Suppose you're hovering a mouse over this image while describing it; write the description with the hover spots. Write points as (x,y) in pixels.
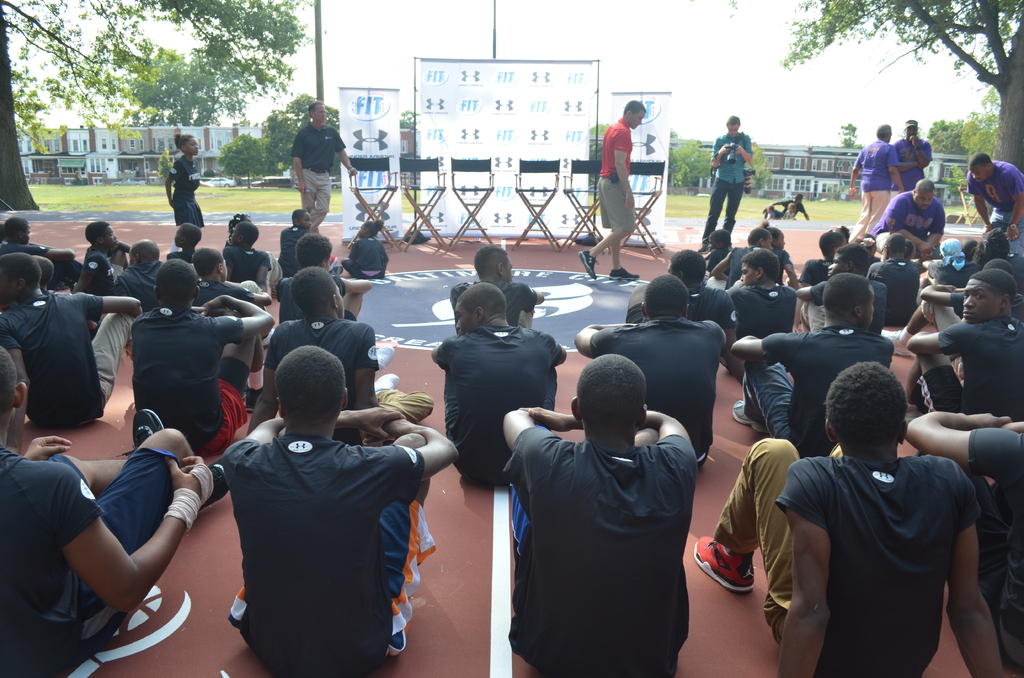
There are people (371,239) sitting on the surface (408,299), few people (312,193) standing and this man (589,253) walking. We can see chairs (535,171) and banners (375,111). In the background (161,82) we can see trees (835,12), buildings (88,135), poles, grass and sky (722,105).
